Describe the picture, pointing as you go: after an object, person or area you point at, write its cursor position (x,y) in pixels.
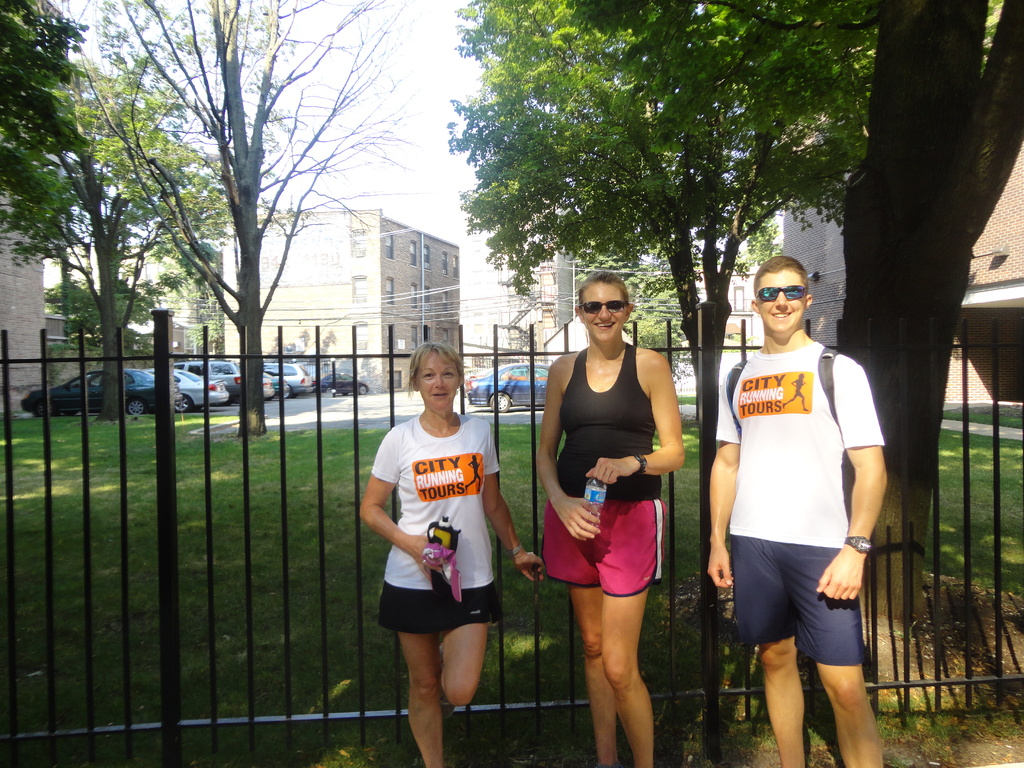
In this picture we can see group of people (646,489), few people (597,287) wore spectacles (605,302), in the middle of the image (637,433) we can see a woman (629,373), she is holding a bottle (597,502), behind to her we can see fence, grass (235,499) and few trees (613,157), in the background (475,386) we can see few cars (181,391) and buildings (438,281).
